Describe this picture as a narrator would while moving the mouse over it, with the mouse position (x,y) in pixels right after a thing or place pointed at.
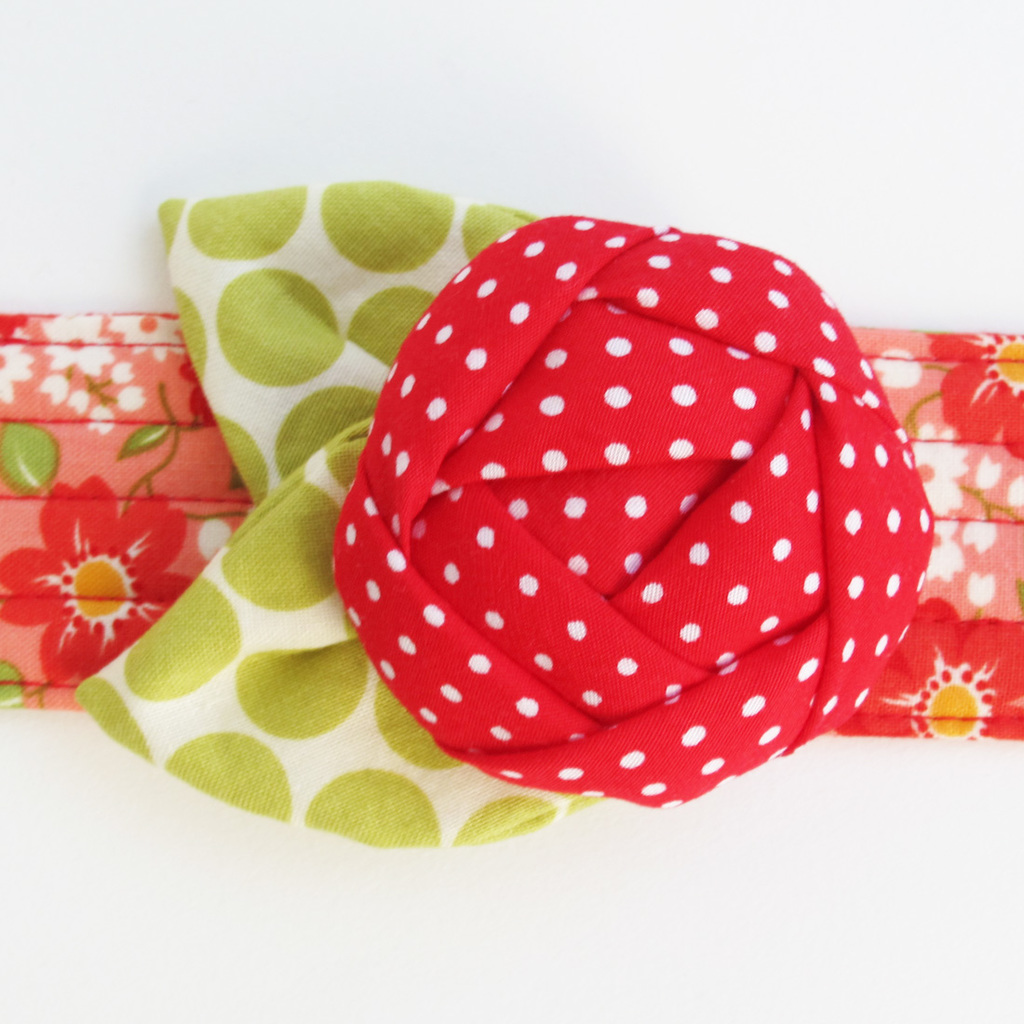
In the center of the image (378,497) we can see some clothes (449,552).
